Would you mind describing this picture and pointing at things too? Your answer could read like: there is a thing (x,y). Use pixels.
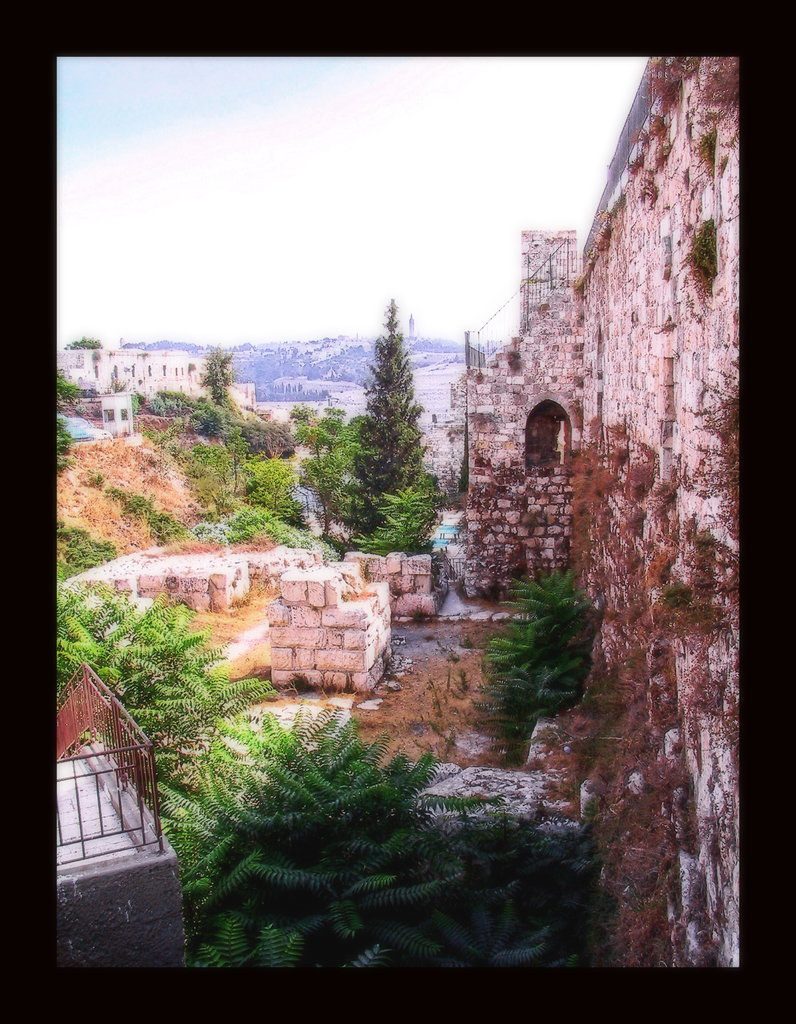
In this image we can see trees (539,601), stone wall (509,546), buildings (118,378), hills (413,347) and sky (345,316) in the background (391,289).
